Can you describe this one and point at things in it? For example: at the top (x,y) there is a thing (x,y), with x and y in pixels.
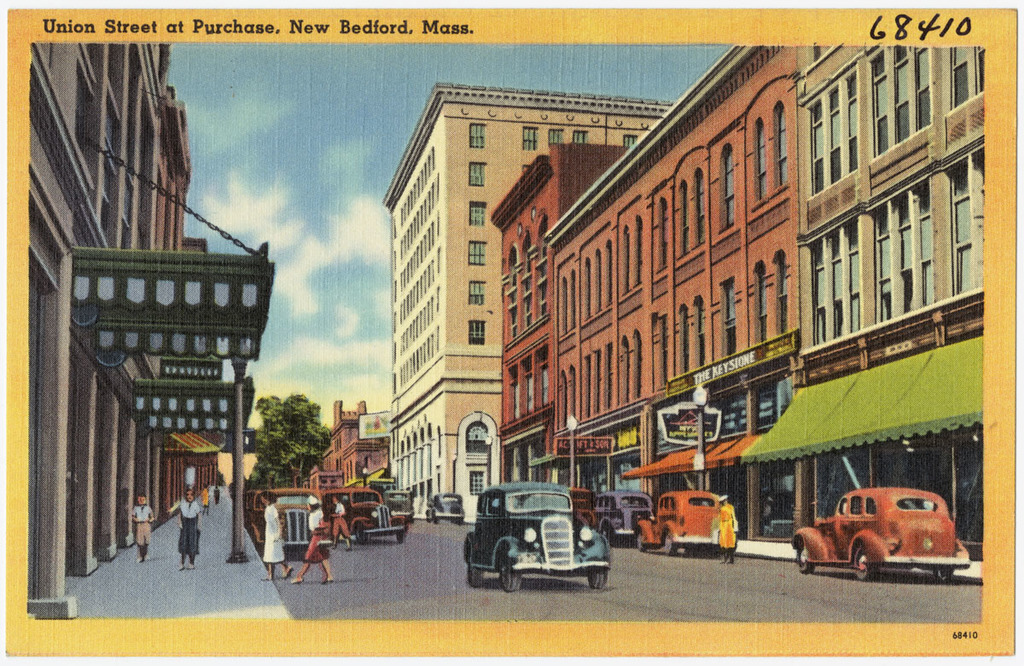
This is a paper (576,258). In this picture we can see the buildings (444,286), windows (910,235), tent (837,396), poles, trees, vehicles (503,506) and some persons (137,510). At the bottom of the image (395,575) we can see the road (389,562). At the top of the image (263,201) we can see the text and clouds (346,207) are present in the sky (312,178).
